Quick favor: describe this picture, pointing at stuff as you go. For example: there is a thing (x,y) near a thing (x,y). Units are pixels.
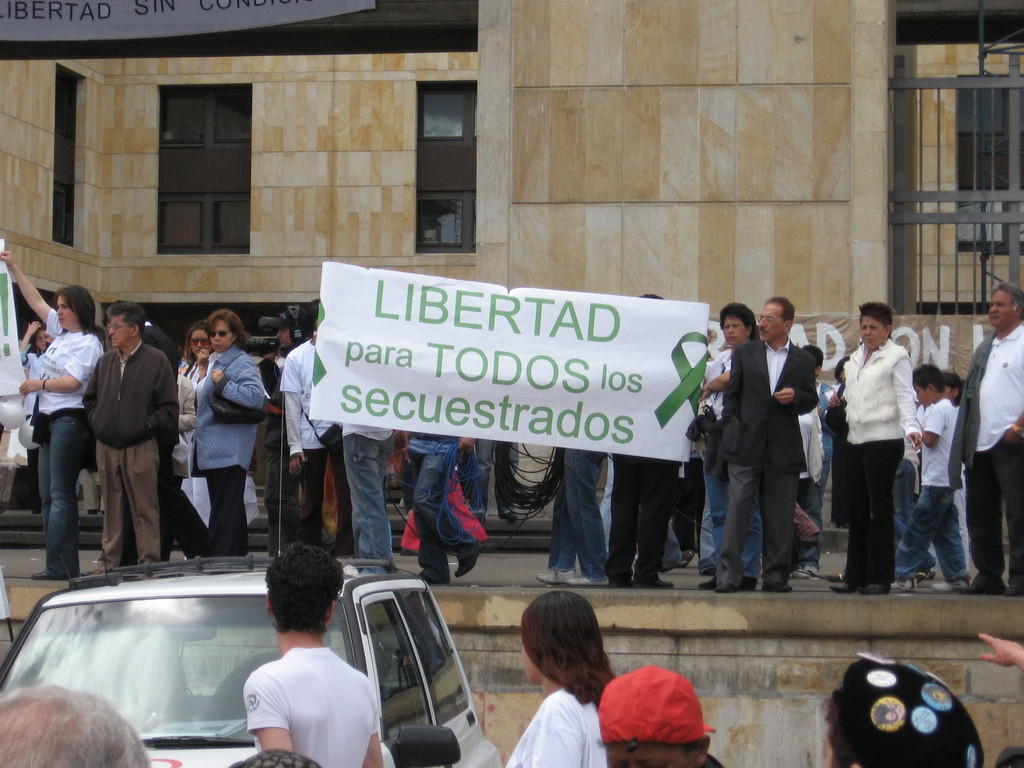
In this image in the center (670,480) there are persons (274,443) standing and there is a banner (455,359) with some text (478,380) written on it. In the front (263,644) there is a vehicle (209,712) which is white in colour and in the background (385,176) there is a wall (746,183) and there is a fence (970,196). On the wall (754,274) there is some text (916,342) written on it.
